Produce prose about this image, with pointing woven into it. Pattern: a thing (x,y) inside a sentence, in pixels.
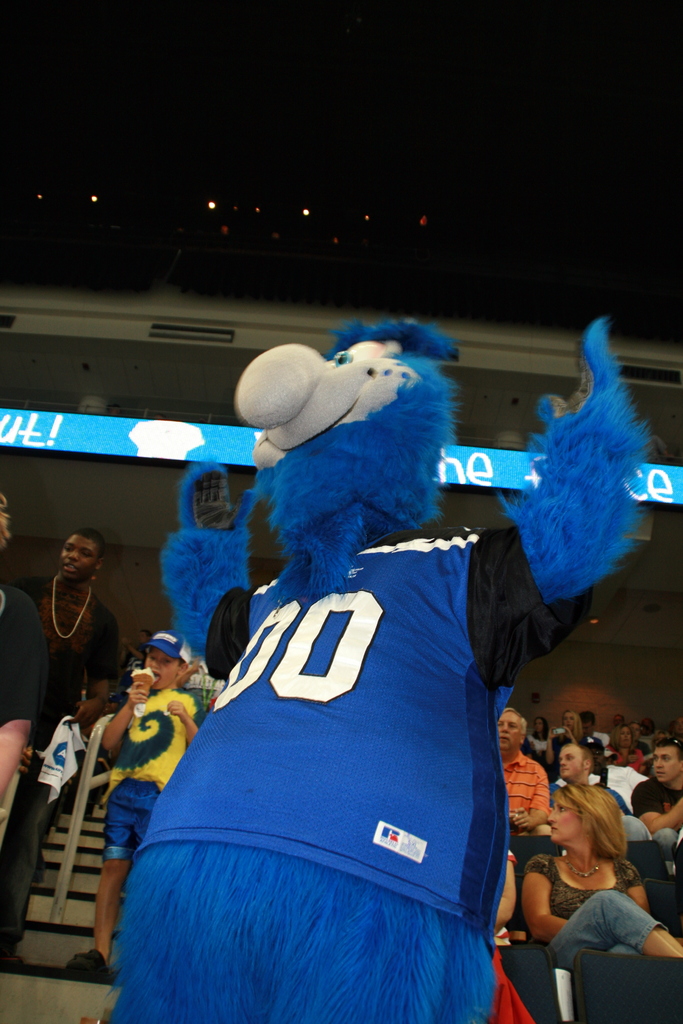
In this image there is a man (234,883) wearing a costume (257,641) and standing, in the background (511,762) there are people (606,805) sitting on chairs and few are standing.
